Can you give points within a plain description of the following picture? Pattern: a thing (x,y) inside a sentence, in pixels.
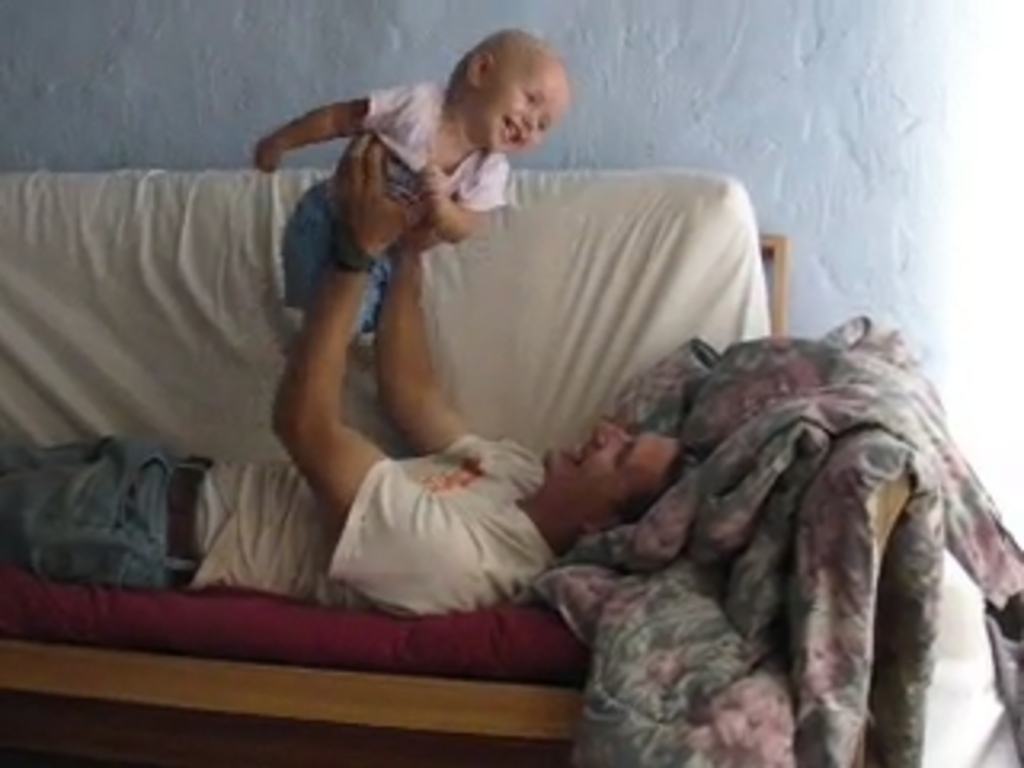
This image is taken indoors. In the background (665,82) there is a wall (125,38). In the middle of the image (674,285) there is a couch (344,647) with a blanket (818,551) on it and there is a man (170,465) on the couch (386,438) and he is playing with a kid (453,168).
